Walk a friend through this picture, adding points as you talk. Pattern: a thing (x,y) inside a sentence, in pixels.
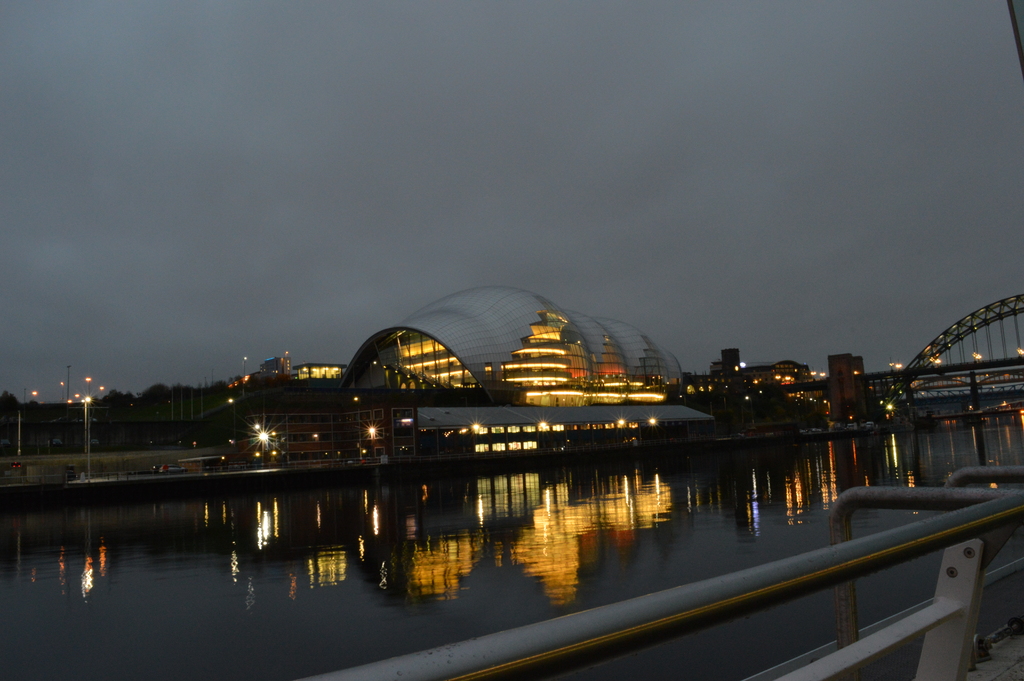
In this image I can see this is water (435,562), in the middle (434,339) it's a very big building (528,405) with lights (500,449). On the right side (867,397) there is the bridge (851,389), at the top (752,200) there is the sky (719,180).
